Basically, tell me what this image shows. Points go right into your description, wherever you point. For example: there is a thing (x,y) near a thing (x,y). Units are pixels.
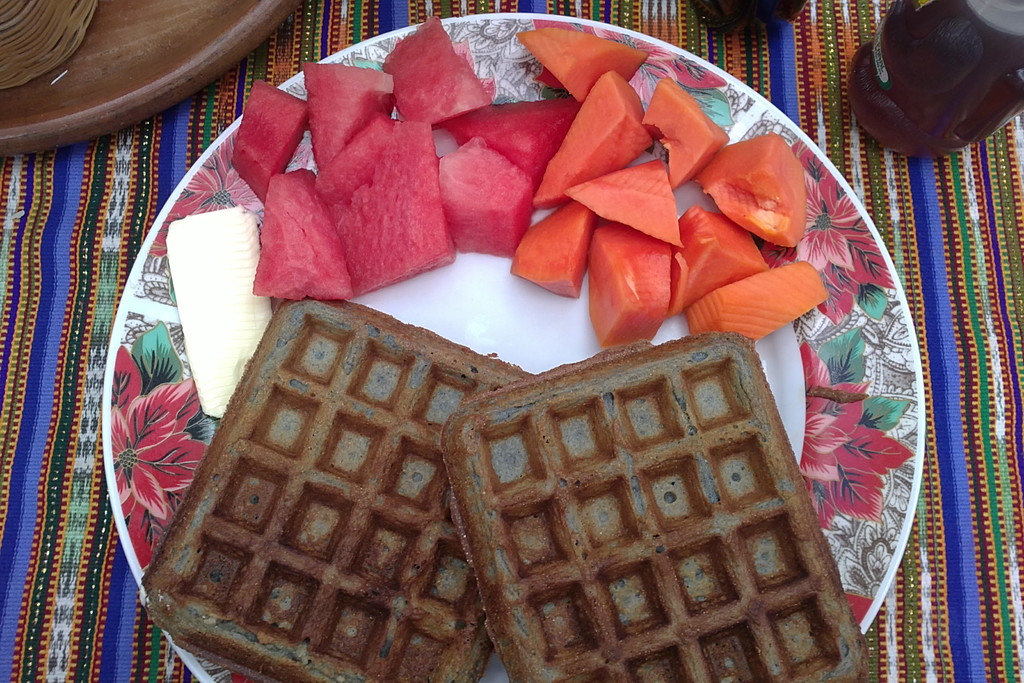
In this picture I can see a plate (408,244) in front (502,141), on which there are waffles (519,396) and pieces of fruits (563,168). On the top left of this image (99,42) I can see brown color things (87,42). On the top right (914,21) of this image I see 2 black color things (872,48) and all these things (682,238) are on a cloth (978,453), which is colorful.
